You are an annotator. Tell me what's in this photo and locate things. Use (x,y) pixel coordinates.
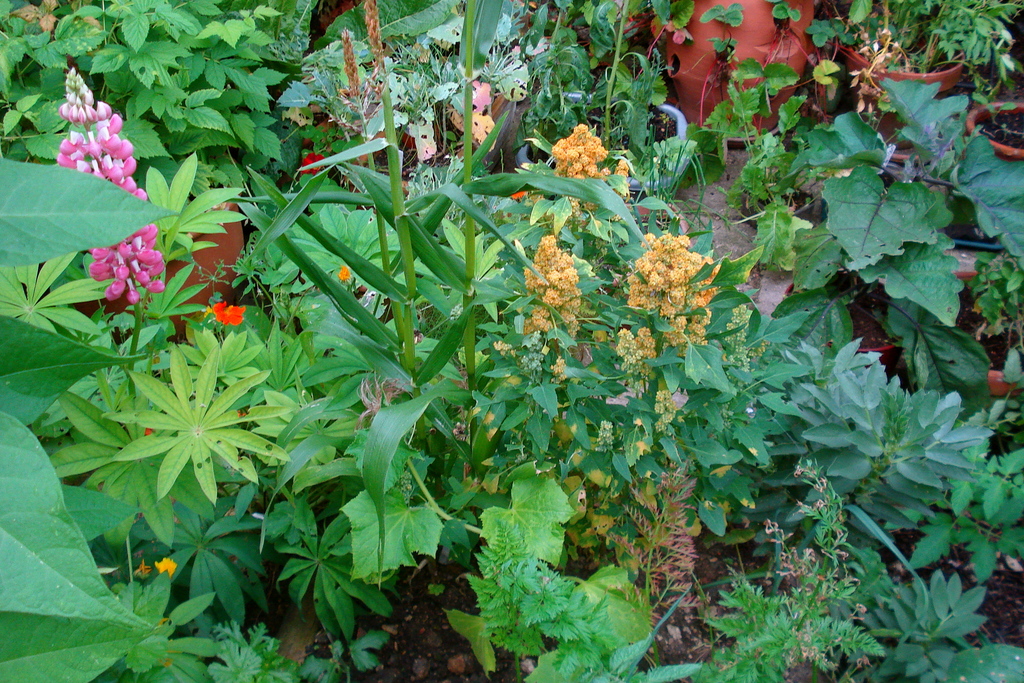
It is a garden (517,165) with a lot of plants (73,180), some of the plants (672,297) are flower plants (648,322).
